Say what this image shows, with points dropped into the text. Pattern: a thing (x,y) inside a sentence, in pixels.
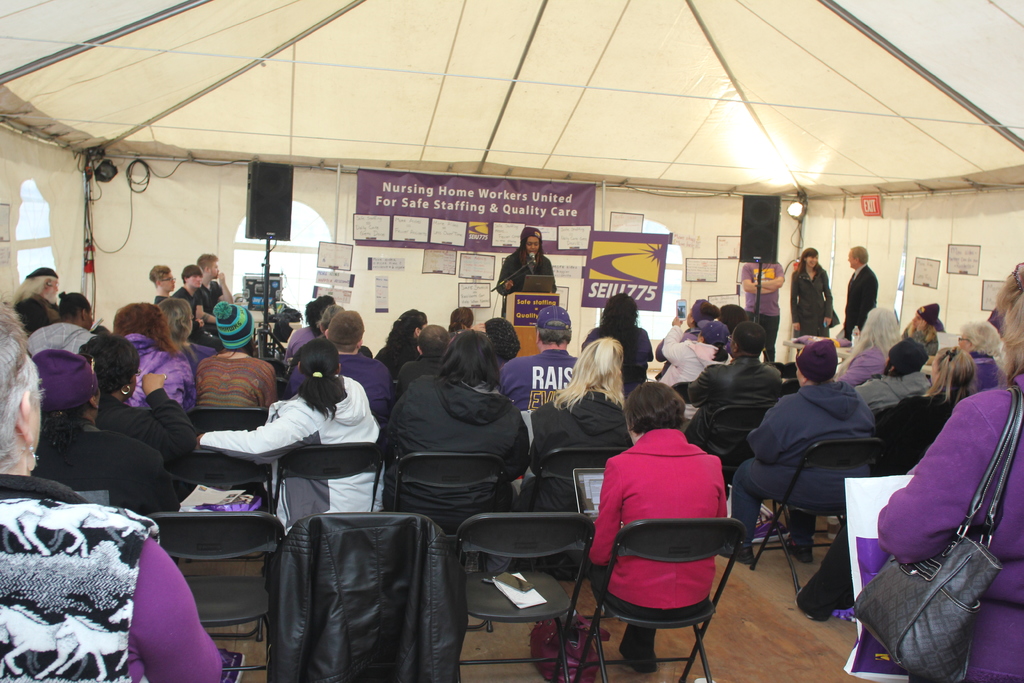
In this image there are group of persons (944,457) sitting on the chairs (222,458) at the middle of the image (526,257) there is a person (539,255) standing behind the wooden block (532,299) in front of her there is a microphone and at the right side of the image (777,294) there are three persons (797,289) standing and a sound box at the left side of the image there is a sound box (286,233).
